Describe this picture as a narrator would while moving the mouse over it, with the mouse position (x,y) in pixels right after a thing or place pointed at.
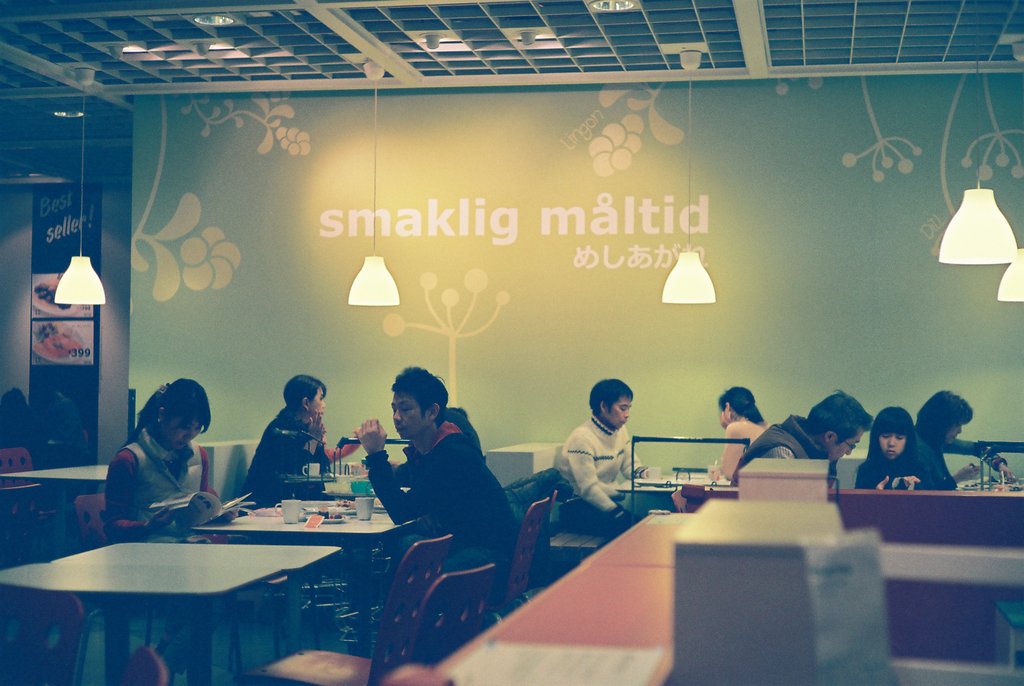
In this image I can see number of people (321,412) are sitting on chairs (424,643). I can also see few tables (201,570) and on these tables (295,528) I can see few cups (364,512). Here I can see few lights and a painting (588,189) on this wall (630,251).
